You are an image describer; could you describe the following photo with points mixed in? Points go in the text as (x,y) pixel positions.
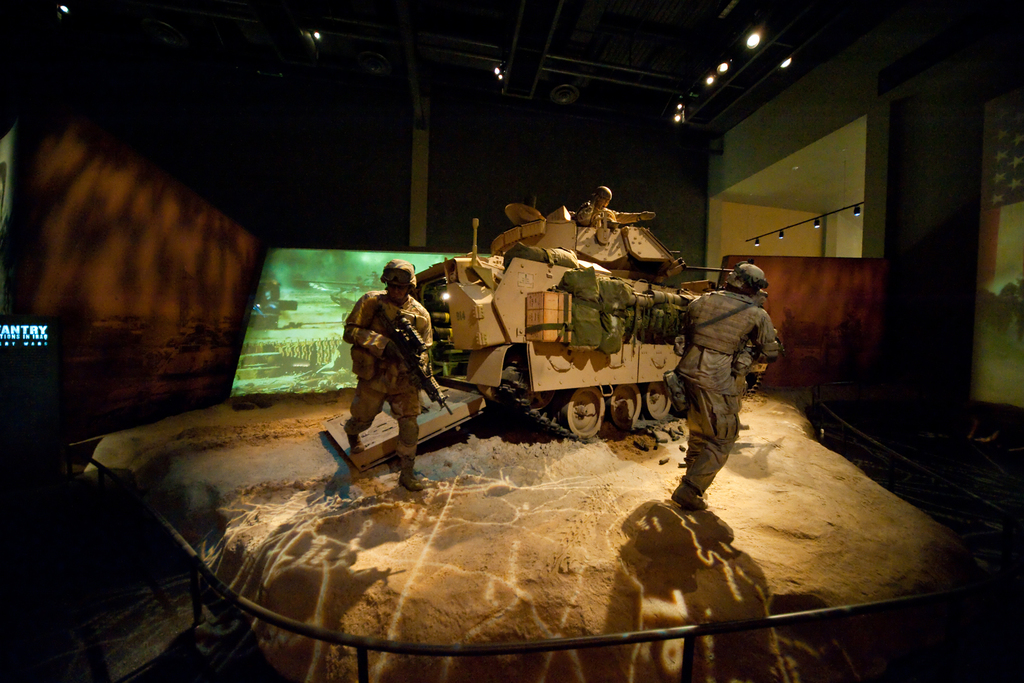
This picture is an edited image and in the image I can see there are three persons (691,374) and vehicle (480,331) and screen (311,301) and lights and the wall (285,199).
